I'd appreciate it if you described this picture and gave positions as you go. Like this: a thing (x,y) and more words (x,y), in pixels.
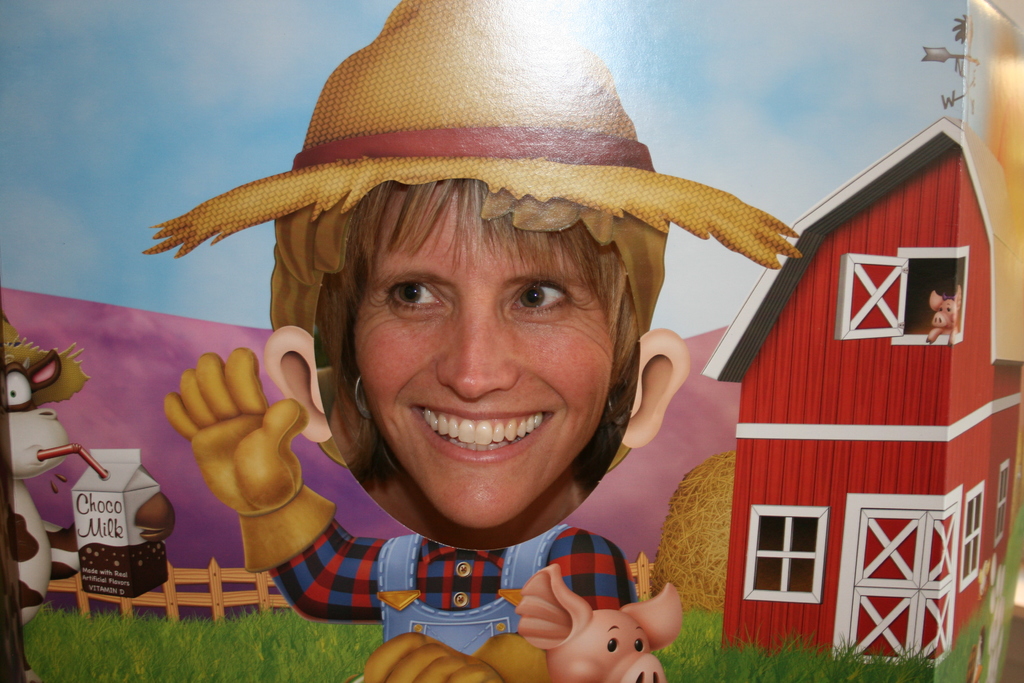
Here we can see a woman (625,373) and she is smiling. Around this woman (409,415) we can see an animated picture (109,187). Here we can see a house (776,607), grass (153,666), fence (216,593), box (161,574), and cartoons (499,651).
